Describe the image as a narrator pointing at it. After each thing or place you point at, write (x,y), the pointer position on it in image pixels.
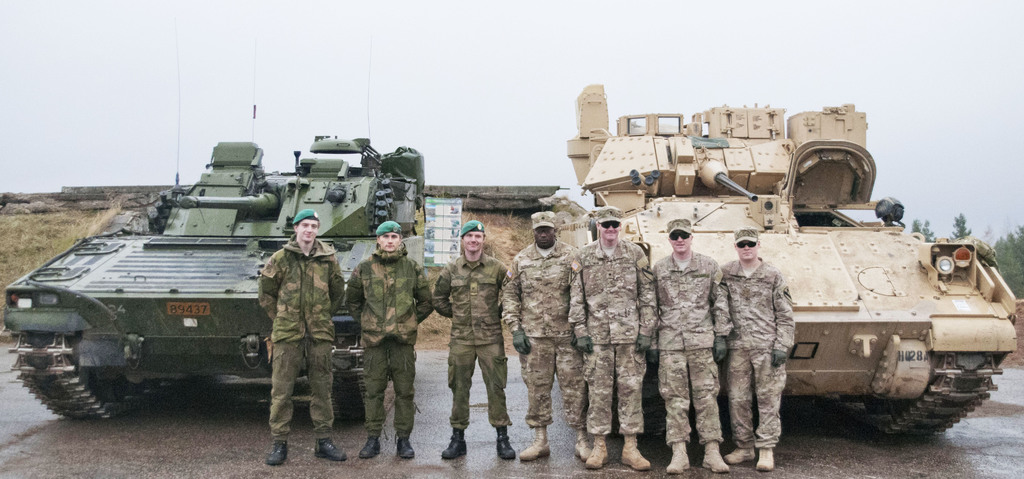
In this image I can see few people (559,381) are standing and wearing military dress (541,320). Back I can see vehicles (646,160) which is in cream and green color. I can see wall (501,208), dry grass (503,227) and trees (1003,251). The sky (421,83) is in white color.
